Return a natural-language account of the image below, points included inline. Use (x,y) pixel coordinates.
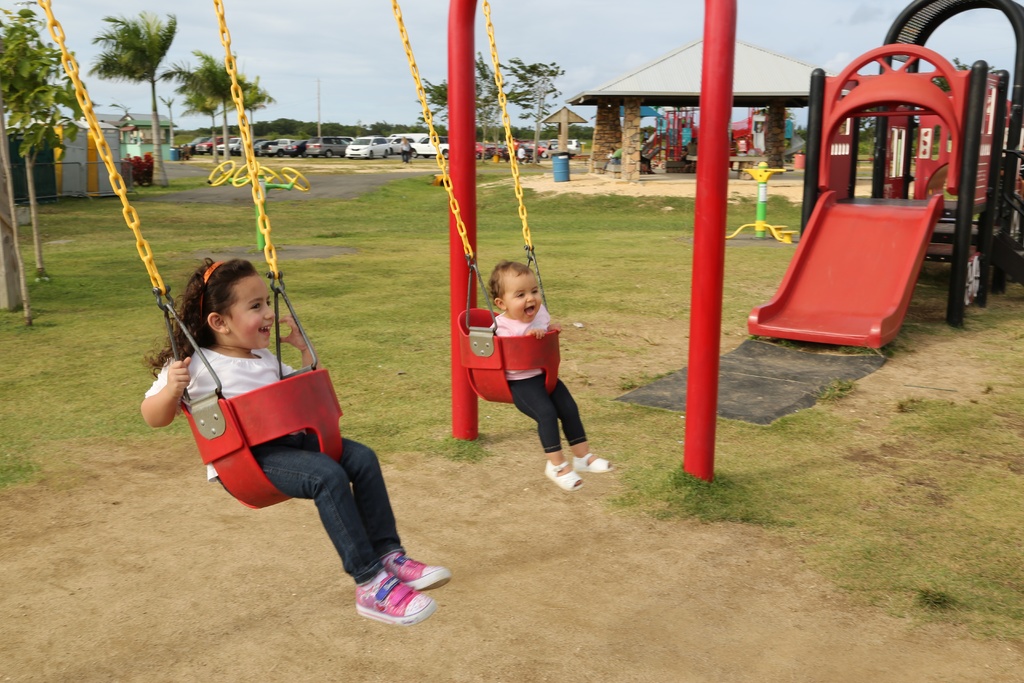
This image is taken inside a park (681,568). Two kids (343,496) are sitting on the swing (499,344). Here there is a slide (889,244). In the background (625,160) there are buildings (47,155), shelter (621,77), dustbin (559,160), trees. Here many cars (413,138) are parked. The sky (526,34) is cloudy.
